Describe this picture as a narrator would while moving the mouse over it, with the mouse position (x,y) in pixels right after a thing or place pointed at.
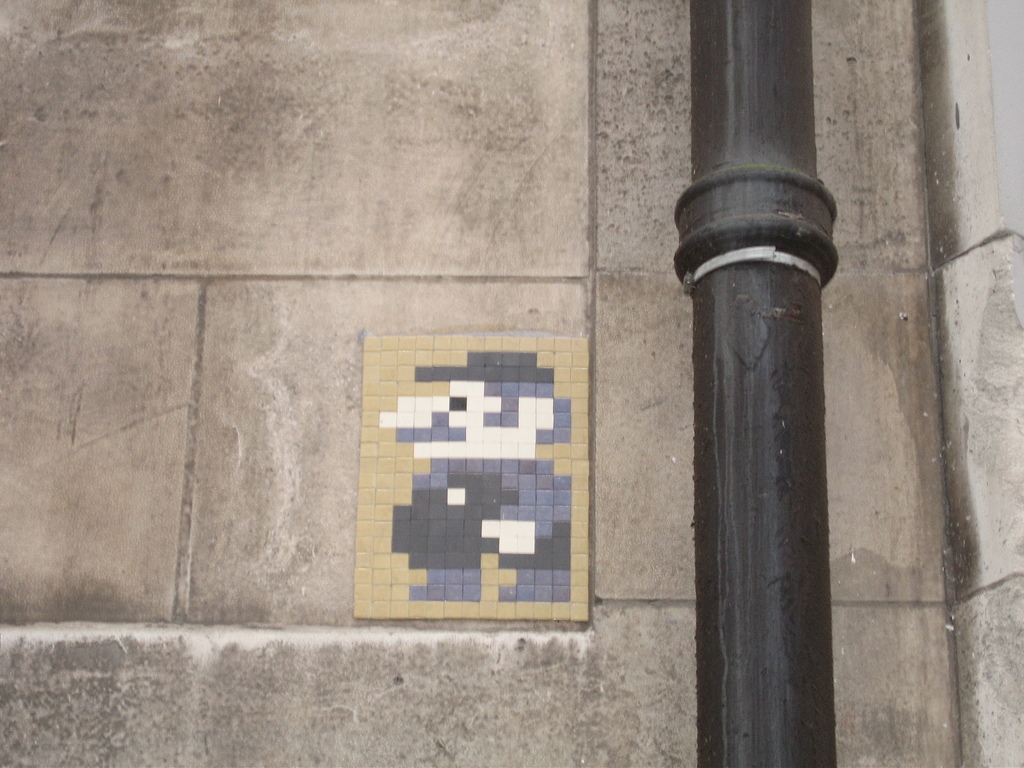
In this image, on the right side (822,751), we can see a black color pole (822,247). In the middle of the image (578,342), we can see a puzzle board (449,413). In the background (31,324), we can see a wall (633,586).
